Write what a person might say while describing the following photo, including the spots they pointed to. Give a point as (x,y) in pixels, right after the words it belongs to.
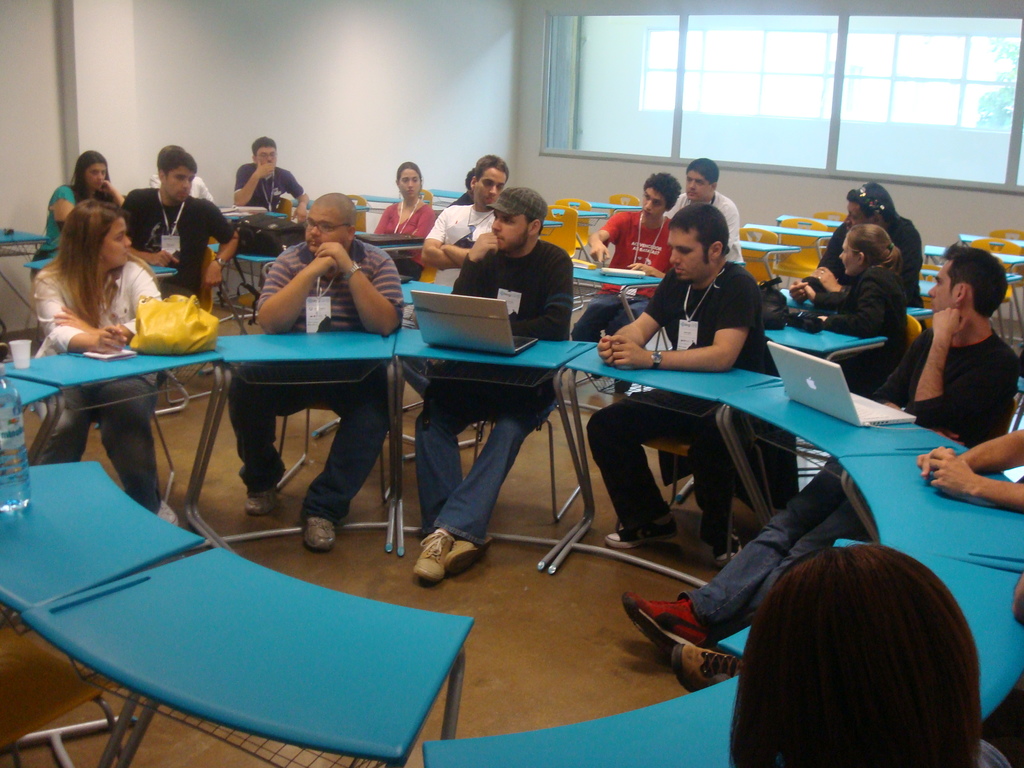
In the image we can see there are people (78,177) who are sitting on chair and in front of them there is a laptop (886,416) on the table (325,357).
